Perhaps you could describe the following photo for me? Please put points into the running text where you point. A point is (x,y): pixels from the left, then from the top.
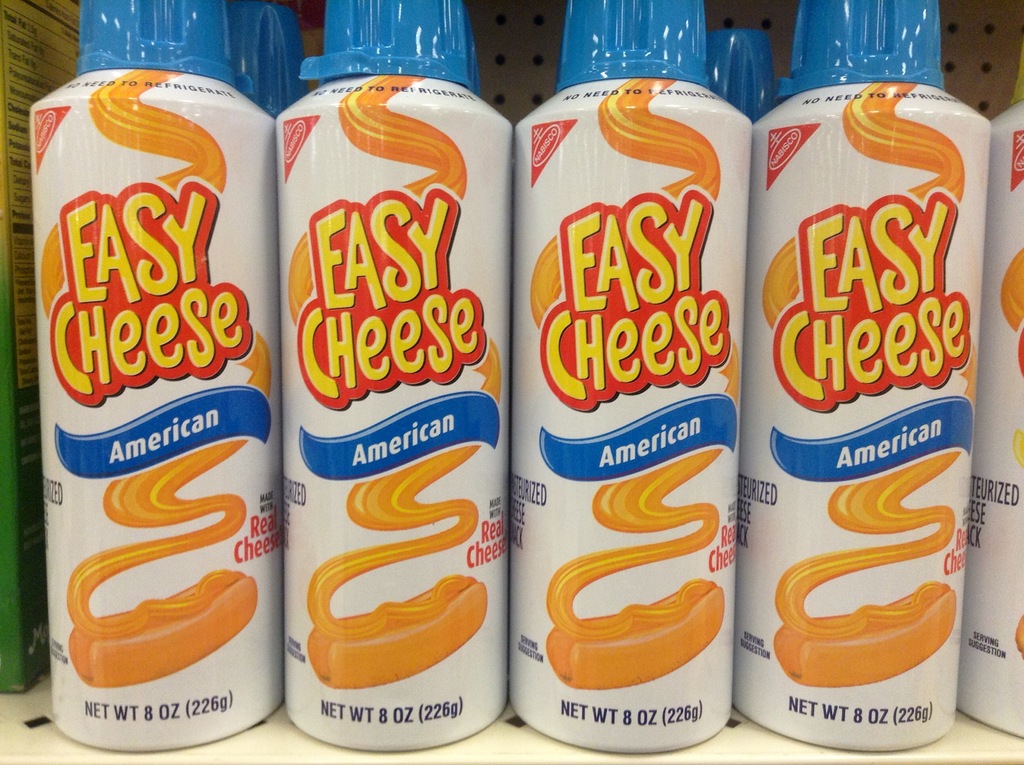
In this image we can see the cheese bottles (735,405) with text (131,291) and weight. We can also see the box (22,302) and these bottles (125,386) and box (39,538) are placed on the white surface (385,759).
